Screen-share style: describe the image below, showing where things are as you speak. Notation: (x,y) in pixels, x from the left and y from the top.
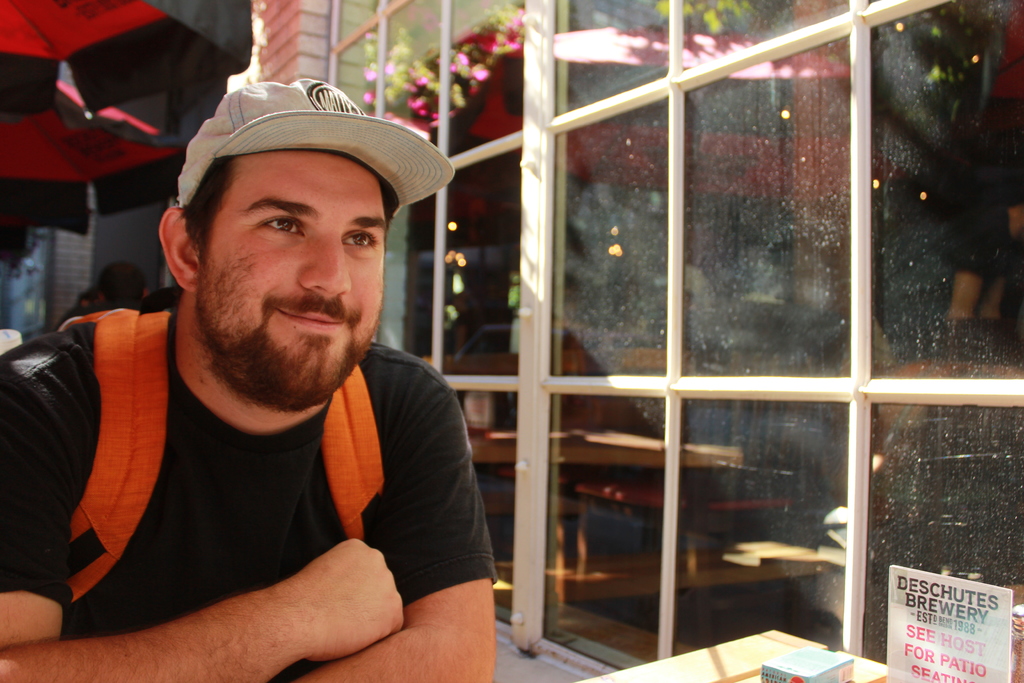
In the foreground of this image (193,337), there is a man (217,281) in black T shirt (165,489) and wearing backpack (161,367) and having smile on his face (340,300). On the right side of this image (812,345), there is a glass window (780,377) and cards (941,606). In the background (424,71), there is an umbrella (123,35), wall (294,26) and plants (403,70).
